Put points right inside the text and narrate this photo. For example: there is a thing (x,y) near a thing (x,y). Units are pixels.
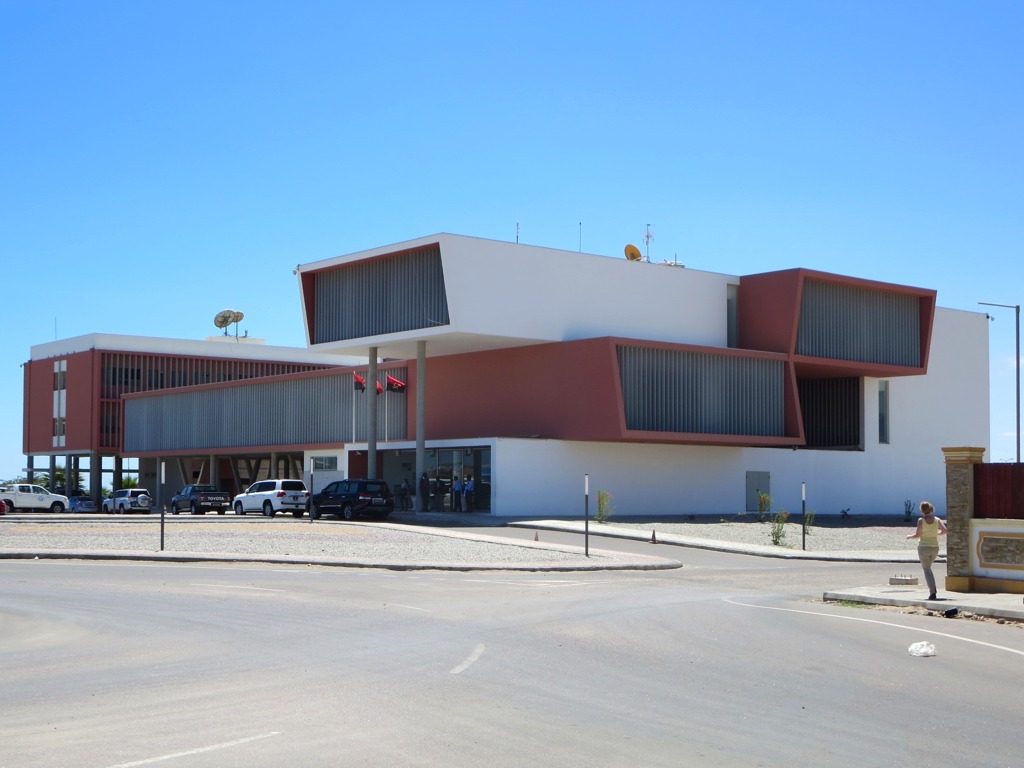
This image is clicked on the road (686,685). Beside the road (658,648) there is a walkway (755,544). There are poles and plants (778,527) on the walkway (796,531). To the right (926,562) there is a woman (931,592) standing on the walkway (919,588). Behind her there is a wall (964,473). In the background (356,363) there is a building (563,348). There are cars (223,507) parked in front of the building (172,480). At the top (466,110) there is the sky (510,124).
